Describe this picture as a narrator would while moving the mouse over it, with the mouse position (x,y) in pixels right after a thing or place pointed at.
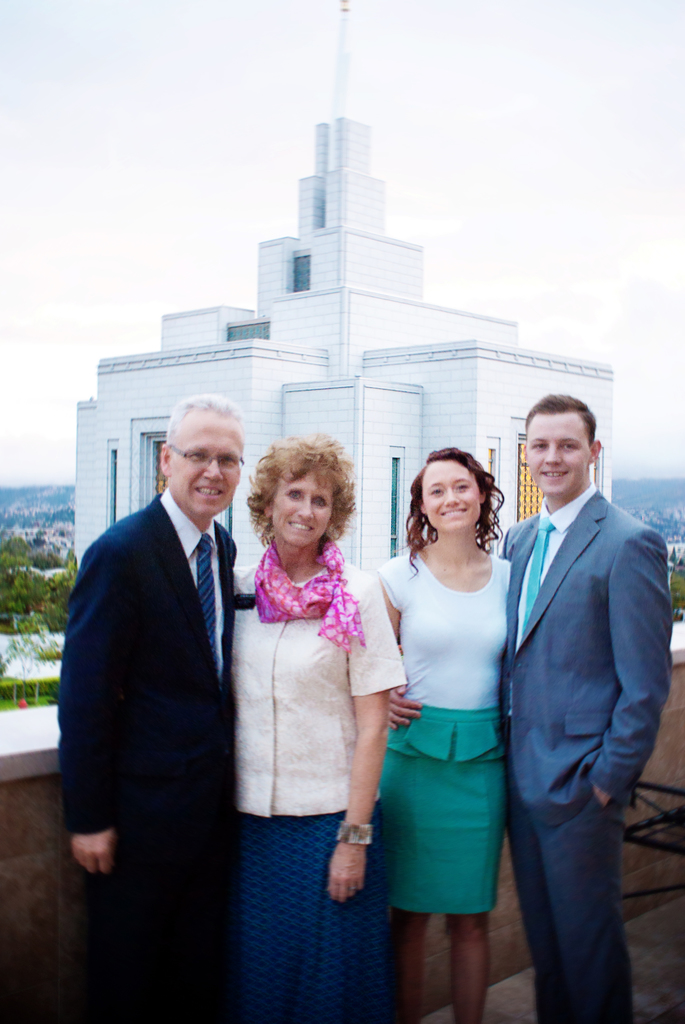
In the middle of the image (244,633) four persons (209,411) are standing and smiling. Behind them we can see a wall (675,628). In the middle of the image (412,343) we can see some trees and buildings (258,321). At the top of the image (139,309) we can see some clouds (527,9) in the sky (61,25).
